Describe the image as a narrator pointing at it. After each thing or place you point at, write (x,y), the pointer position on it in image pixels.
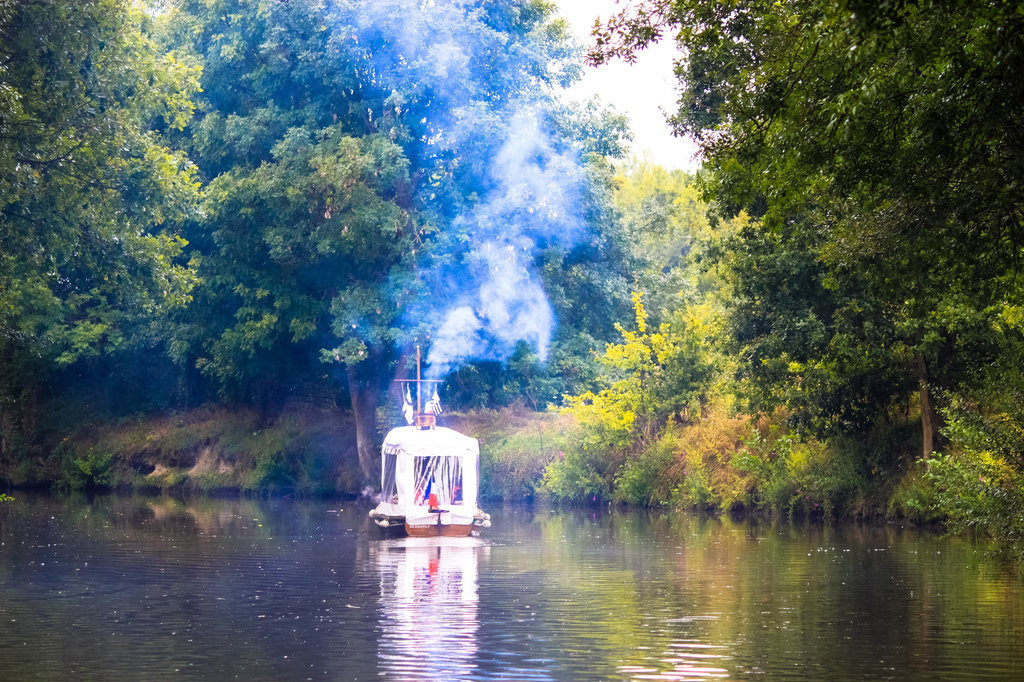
In the foreground of this image (436,461), there is a boat (408,526) in a river (419,616). In the background (291,340), we can see trees (472,215), plants (667,378), grass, sky (651,96) and the smoke (518,157).
